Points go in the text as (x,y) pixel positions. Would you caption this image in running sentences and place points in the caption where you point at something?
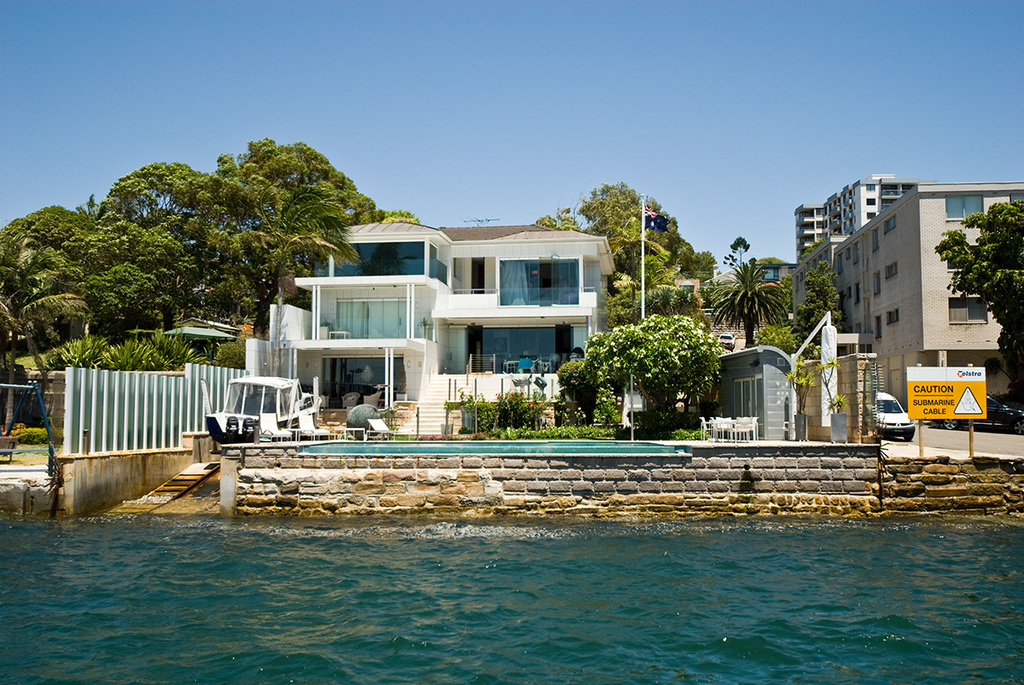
In this image, there are a few buildings (747,394). We can see some chairs (740,422) and tables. We can see some grass (517,437), plants (585,422) and trees (654,355). We can see some stairs (430,414). We can see a white colored object (240,405). We can see the fence (119,434). We can see some water (604,537). We can see a few vehicles (886,434). We can see a board (936,396) with some text (949,393) and image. We can see an umbrella (186,332), a flag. We can see the sky (536,176). We can see the wall (754,505).
